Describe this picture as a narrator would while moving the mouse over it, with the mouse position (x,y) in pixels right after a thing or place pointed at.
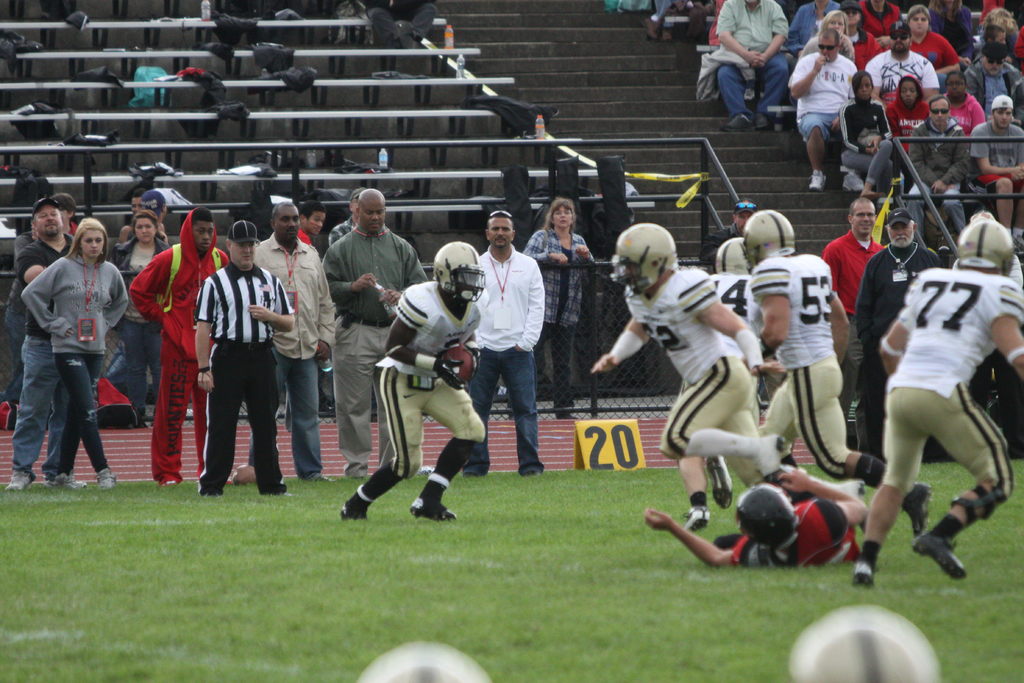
In this image we can see the players (762,276) wearing the helmets (963,258) and we can also see the balls (459,370), grass (431,629), number board (608,445) and also the fence (610,382). We can also see the people (219,368) standing. In the background (991,160) we can see the people (825,26) sitting in the stands (184,85). We can also see the stairs (569,9).
